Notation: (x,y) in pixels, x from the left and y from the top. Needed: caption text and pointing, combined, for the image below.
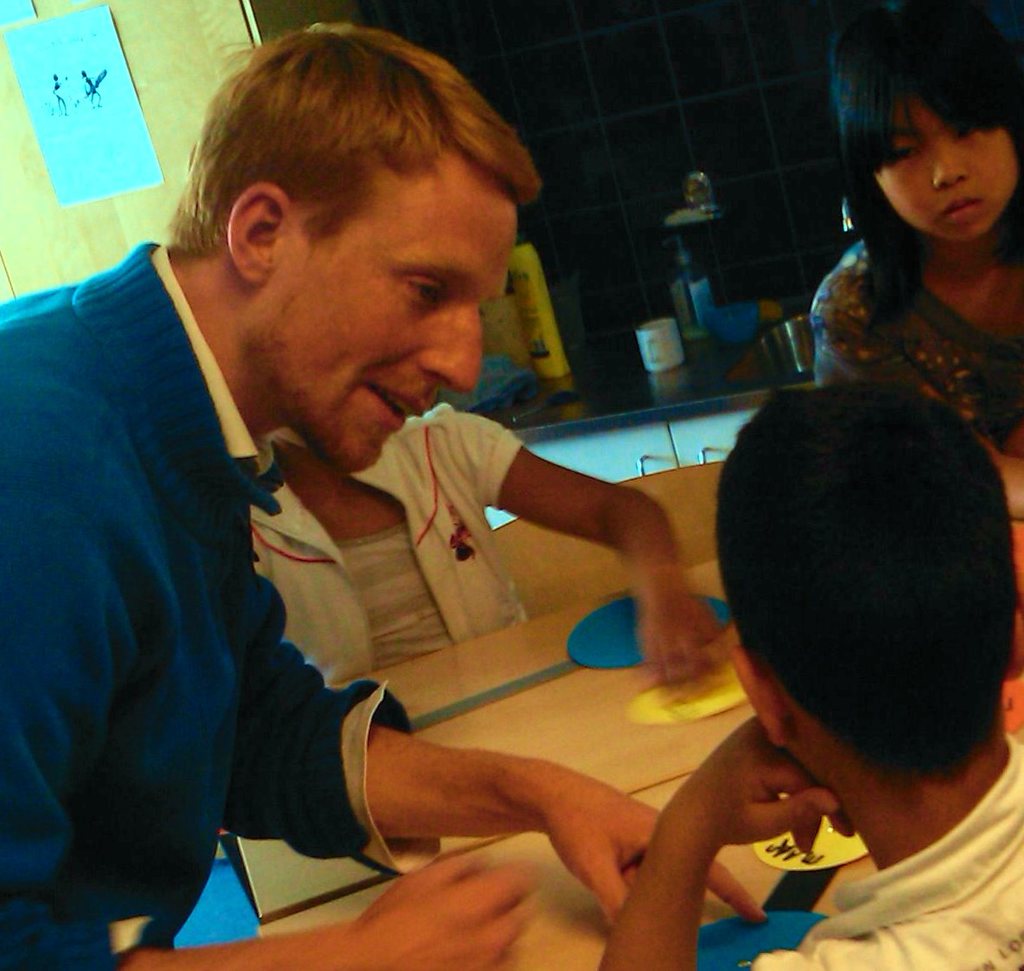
In this image there is a man (322,413) standing towards the left of the image (215,415), there is a boy (808,681) towards the bottom of the image (850,661), there is a girl (899,251) towards the right of the image (932,219), there is a child (476,534) sitting, there is a table (822,880), there are objects (838,846) on the table (769,897), there is a cupboard (672,456), there is a cup (650,329), there is a bottle (545,323), at the background of the image (677,233) there is a wall (730,100), there is a tap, there is a sink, there is a paper (96,75) on the wall (143,63), there is drawing (101,78) on the paper (96,89).
